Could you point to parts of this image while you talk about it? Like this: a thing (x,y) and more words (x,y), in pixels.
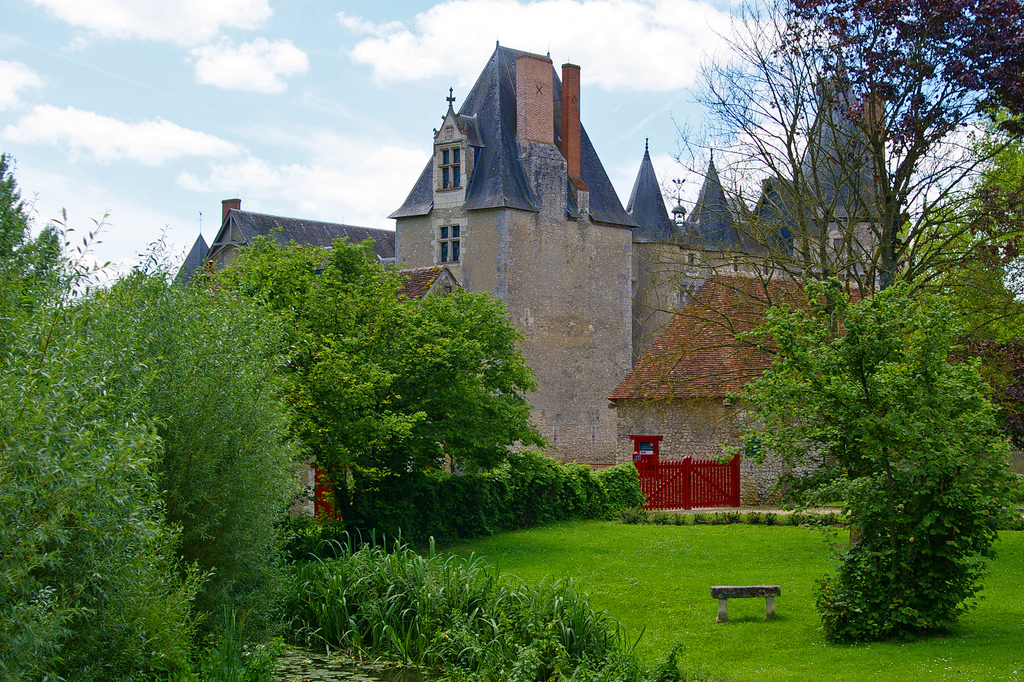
In this image there is a castle (548,306) in the middle (621,311). At the bottom (567,573) there is a ground (509,572). On the ground (613,576) there is grass (601,572). There are trees (403,368) on either side of the castle (676,270). At the top (320,54) there is the sky (304,54).
